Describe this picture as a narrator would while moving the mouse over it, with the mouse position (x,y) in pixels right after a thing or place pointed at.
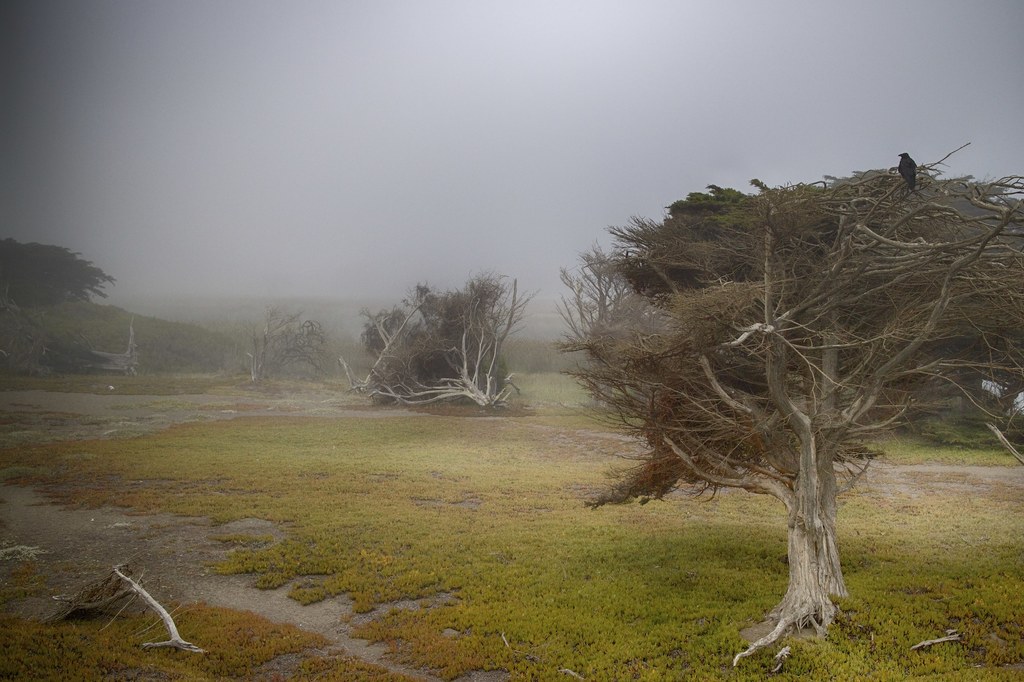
In the picture I can see trees (405,383) and the grass (401,556). In the background (315,127) I can see the sky (335,123).
